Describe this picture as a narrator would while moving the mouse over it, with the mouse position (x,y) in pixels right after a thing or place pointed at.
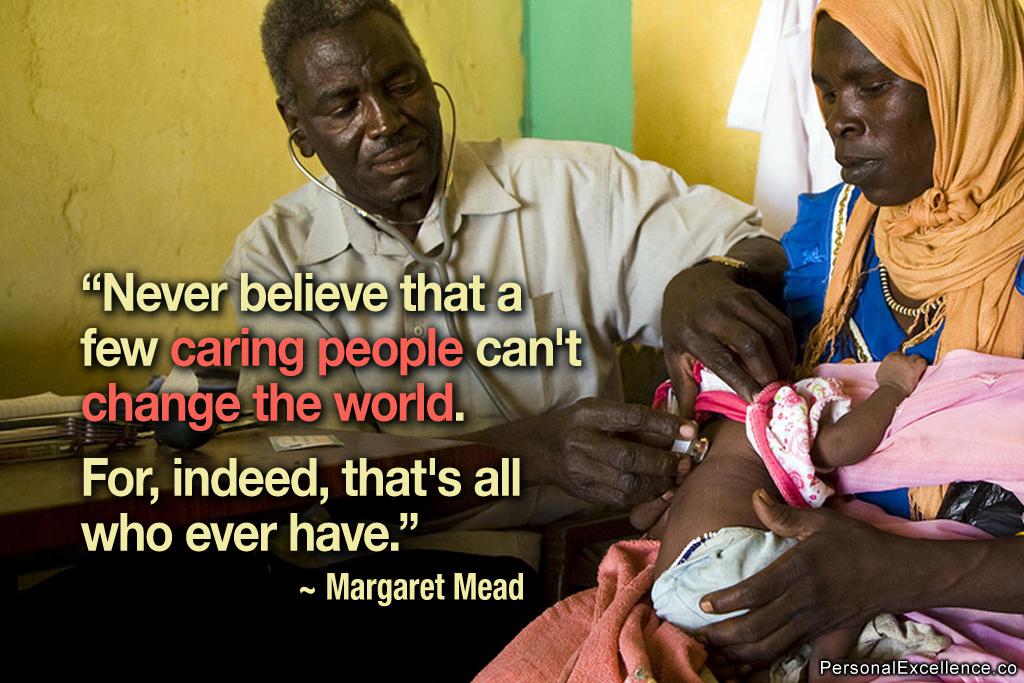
This is an advertisement. In the center of the image (402,242) a man (416,177) is sitting and holding stethoscope (294,150). On the right side of the image (841,447) a lady (951,535) is sitting and holding a baby (830,430). On the left side of the image (211,447) there is a table (136,458). On the table (150,476) we can see some objects (95,433), paper (41,407). In the background of the image (63,224) we can see wall (655,84), cloth (765,76). In the middle of the image (524,365) we can see some text (117,395). At the bottom right corner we can see some text (884,670).
